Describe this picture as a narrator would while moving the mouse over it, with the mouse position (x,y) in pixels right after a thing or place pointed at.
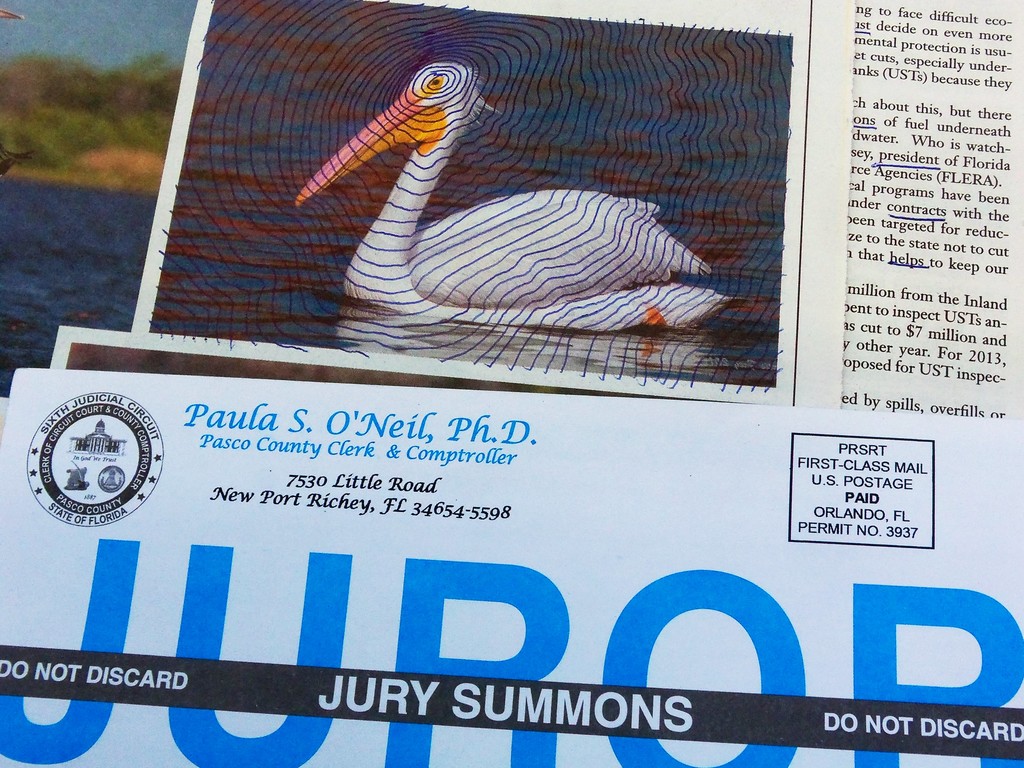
This is an article and in this article we can see water (65,255), trees (109,138), pelican (526,209) and some text (903,268).
